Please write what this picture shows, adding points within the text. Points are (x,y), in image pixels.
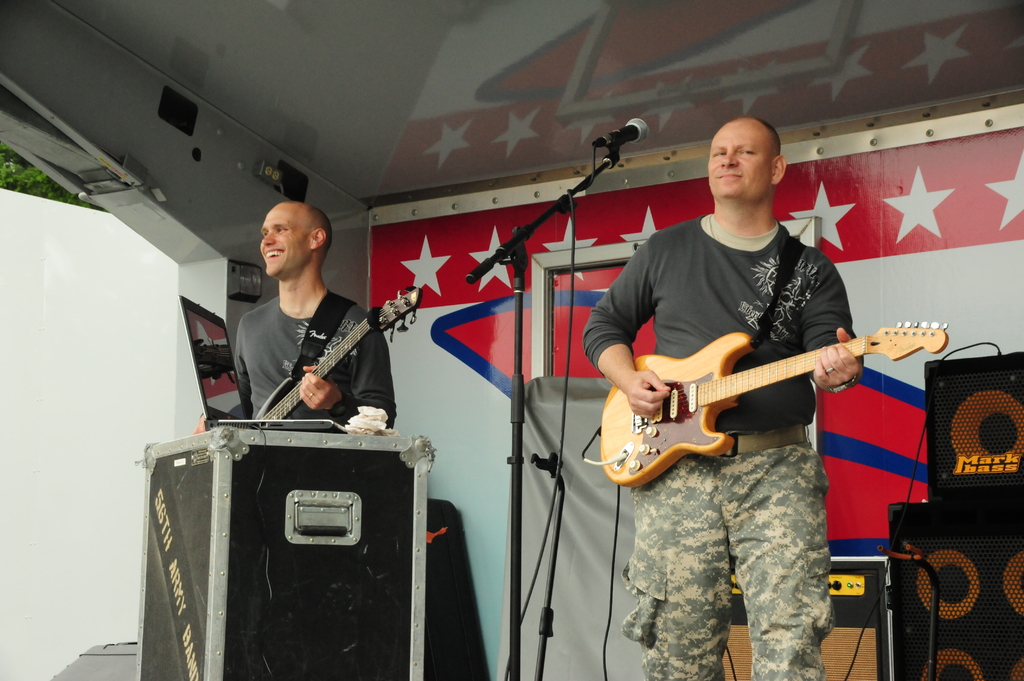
In this image i can see 2 persons (780,423) standing and holding guitar (290,390) in their hands (328,395). i can see microphone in front of a person (655,251). In the background (555,163) i can see few speakers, tent (904,211) and trees (32,177).
